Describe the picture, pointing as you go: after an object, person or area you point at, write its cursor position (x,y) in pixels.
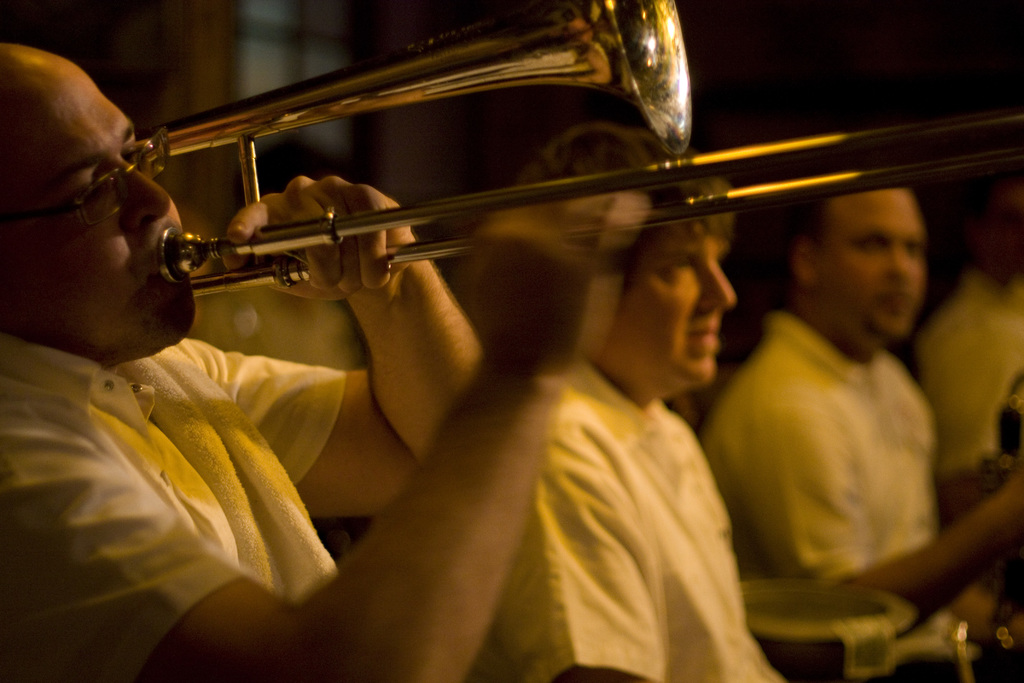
In this image we can see a person (313,421) holding a trombone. We can also see some people (696,536) sitting beside him.
